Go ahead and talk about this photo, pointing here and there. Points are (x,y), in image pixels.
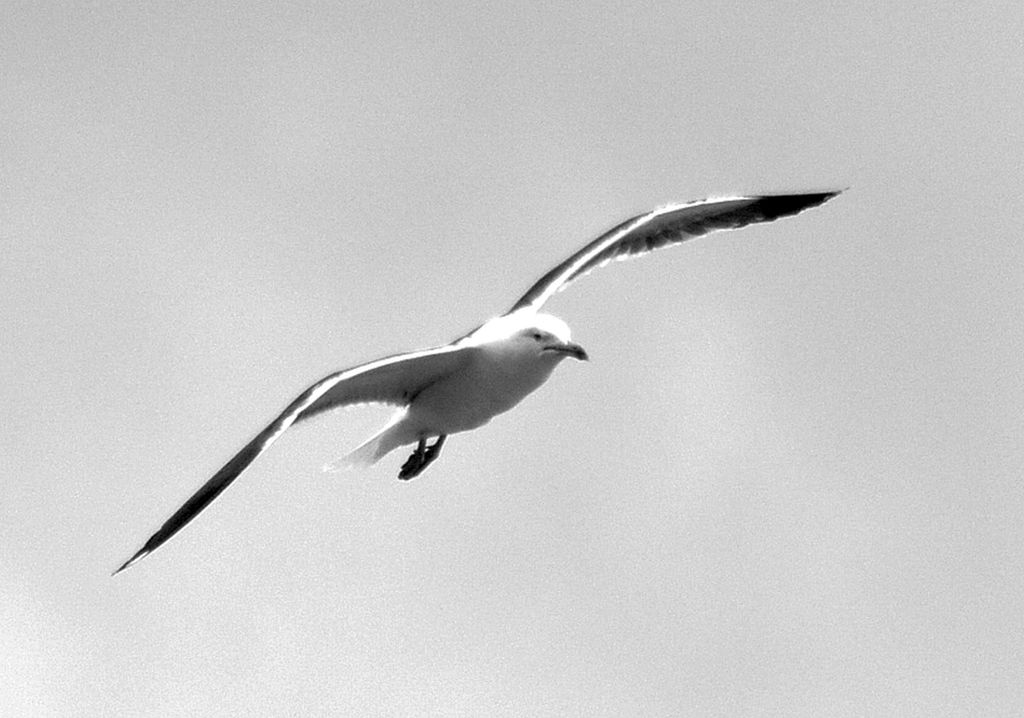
This image consists of a bird (727,222) flying. It is in white color. In the background (414,710), there is a sky (464,221).
